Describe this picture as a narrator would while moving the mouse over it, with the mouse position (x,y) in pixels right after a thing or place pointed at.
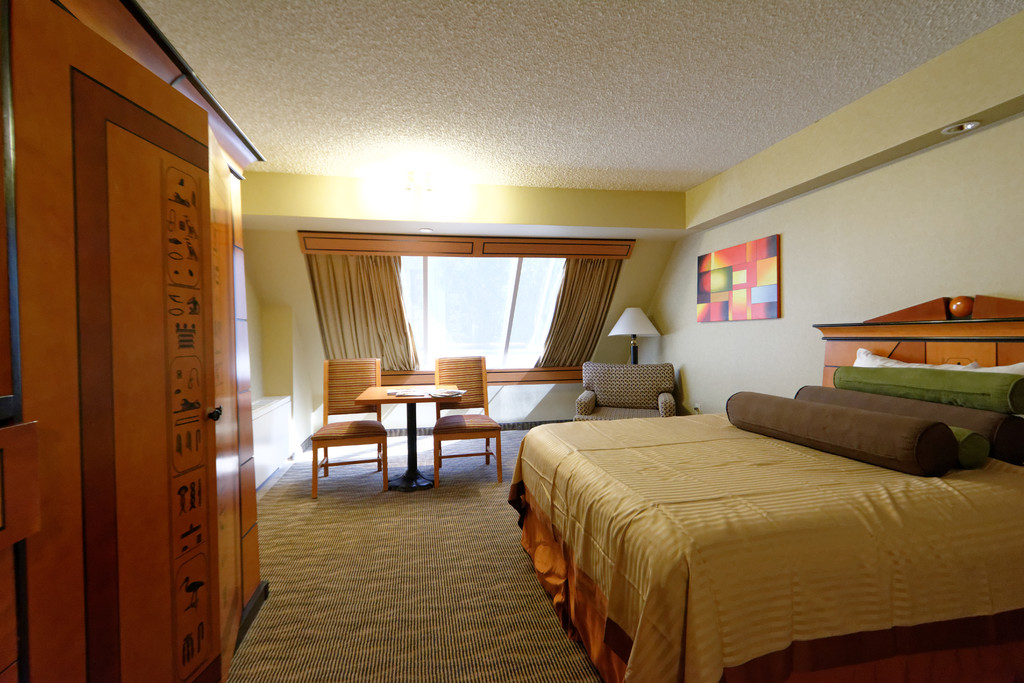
In this picture we can see a bed (609,548) on the floor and on the bed (840,485) there are some items (797,429). On the left side of the bed (599,521) there is a wooden door (234,500). Behind the bed (526,446) there are chairs (361,378), table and a wall (737,328) with a frame (729,283) with a window (462,285) and curtains (388,302). At the top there are ceiling lights (944,131).
